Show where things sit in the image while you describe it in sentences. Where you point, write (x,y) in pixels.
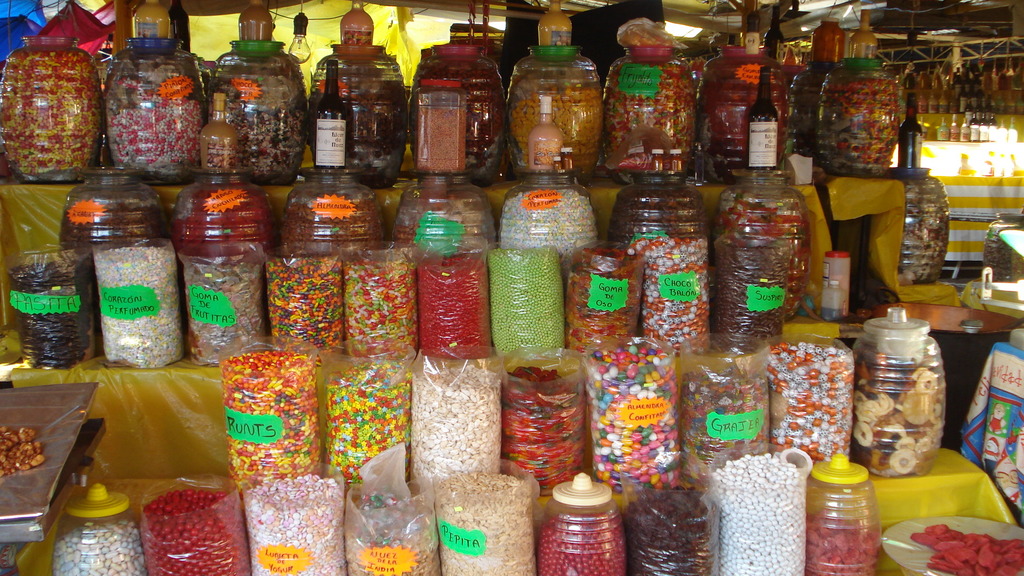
In the picture I can see the bottles (917,436), Inside the bottles (344,239) I can see eatable items (504,388).
